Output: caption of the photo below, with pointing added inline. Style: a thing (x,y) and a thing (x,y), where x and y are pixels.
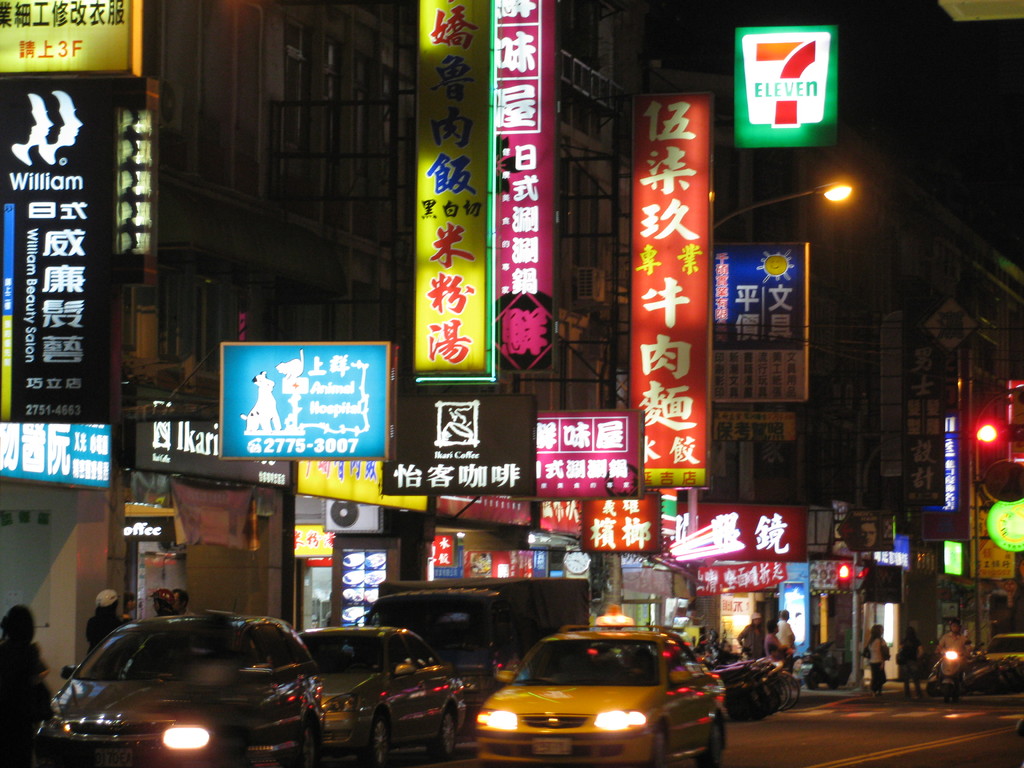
In this picture we can see buildings (240,264), posters (29,282), banners (661,286), advertisement boards (682,390) and street lights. At the bottom (627,717) we can see cars (561,709) and trucks (507,628) on the road (806,754), behind that we can see the bikes (731,668). In the bottom right corner (941,651) we can see a man (952,643) who is riding a bike (952,663), beside him we can see the group of persons (793,635) were standing in front of the door (734,625).
